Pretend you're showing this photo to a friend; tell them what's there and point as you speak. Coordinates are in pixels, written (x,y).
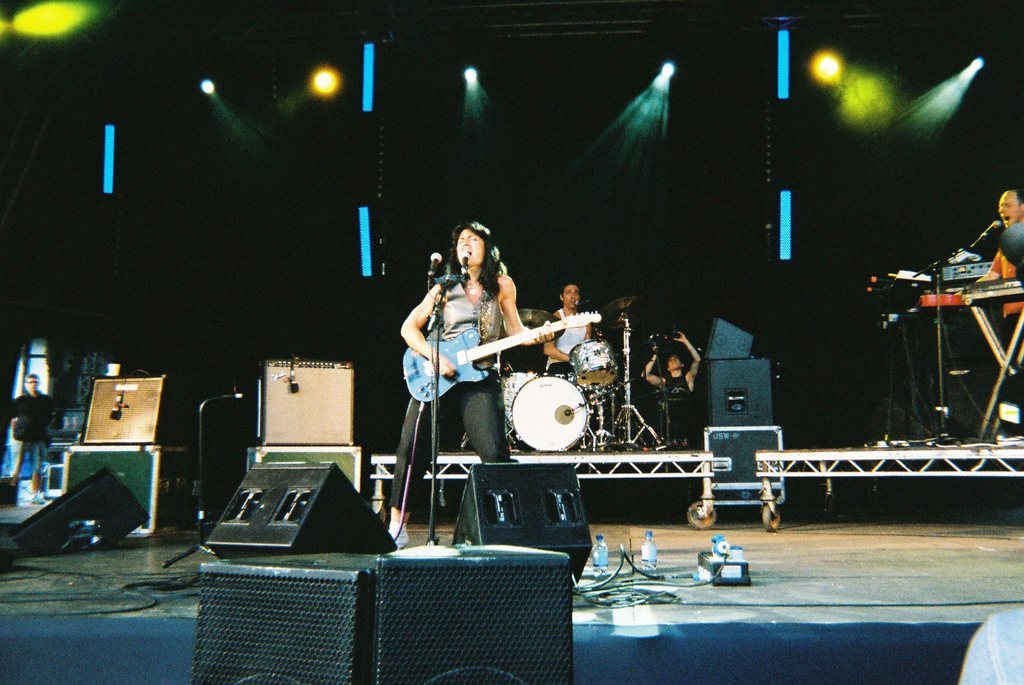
In this image there are a few people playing musical instruments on the stage (673,638), on the stage (54,564) there are few objects (752,499), speakers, bottles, lights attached to the roof (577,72) and a person (37,441) standing near the window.
